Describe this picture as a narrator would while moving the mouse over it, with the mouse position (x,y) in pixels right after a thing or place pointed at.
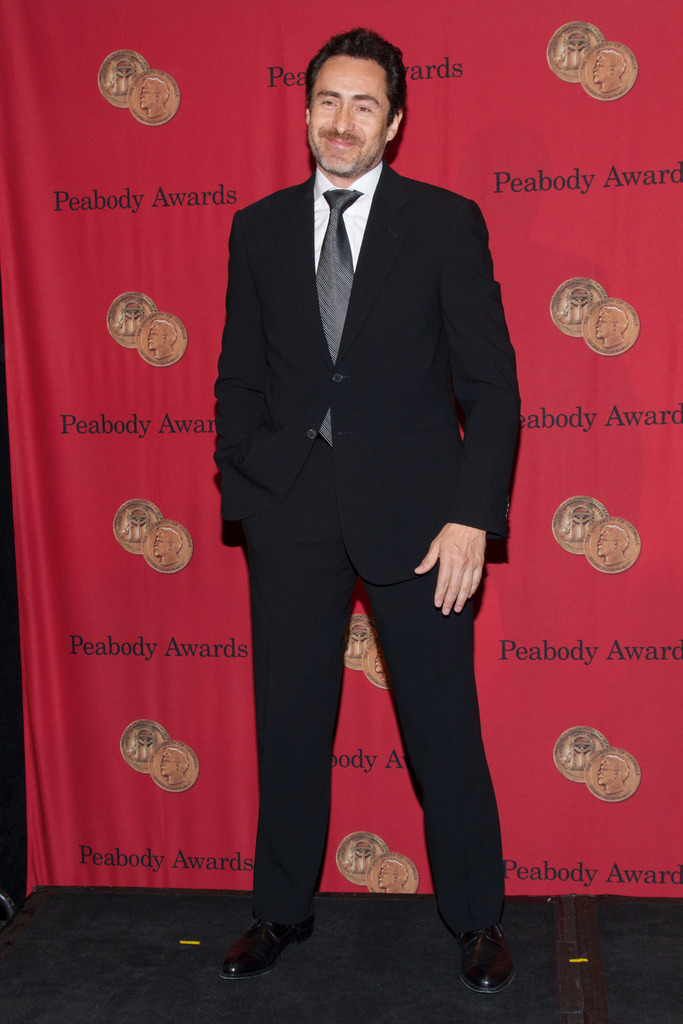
Here a man (403,265) is standing on the floor (424,979) and he is smiling. In the background (153,301) there is a banner (96,118).
